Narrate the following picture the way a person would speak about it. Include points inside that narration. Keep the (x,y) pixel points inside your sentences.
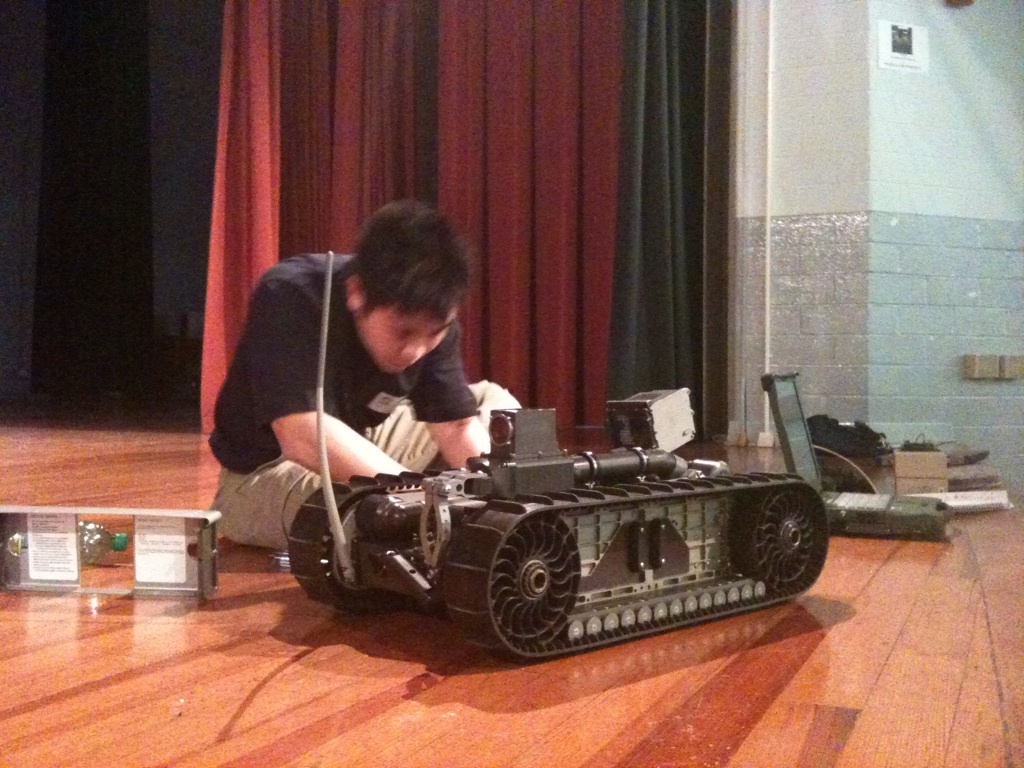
In this image we can see a person (280,406) sitting on the floor (328,628), toy (672,483), laptop (923,505), walls (829,318) and curtain (268,192).
